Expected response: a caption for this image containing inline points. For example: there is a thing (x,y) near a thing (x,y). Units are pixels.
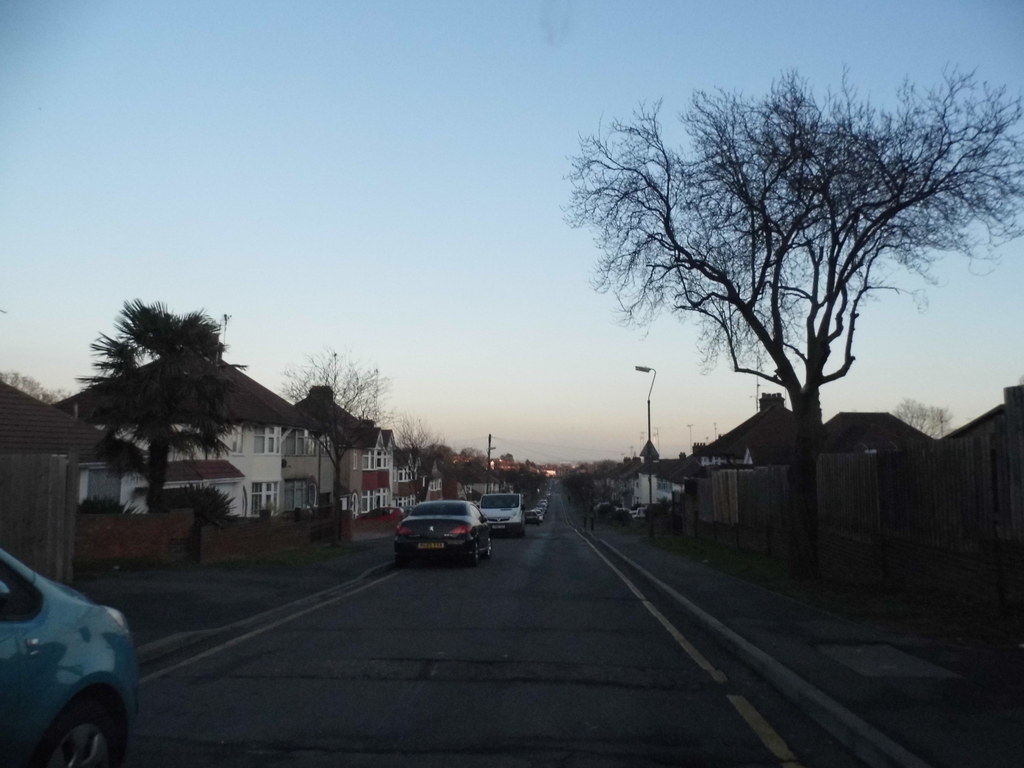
On the right (798,520) there are buildings (775,461), trees (794,505) and street light (652,496). On the left (237,479) there are building (200,480), trees (337,451) and car (74,628). In the middle of the picture (578,495) we can see cars (517,517), buildings (661,478), trees (498,471), current pole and other objects (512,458). At the top (407,93) there is sky (911,346).
